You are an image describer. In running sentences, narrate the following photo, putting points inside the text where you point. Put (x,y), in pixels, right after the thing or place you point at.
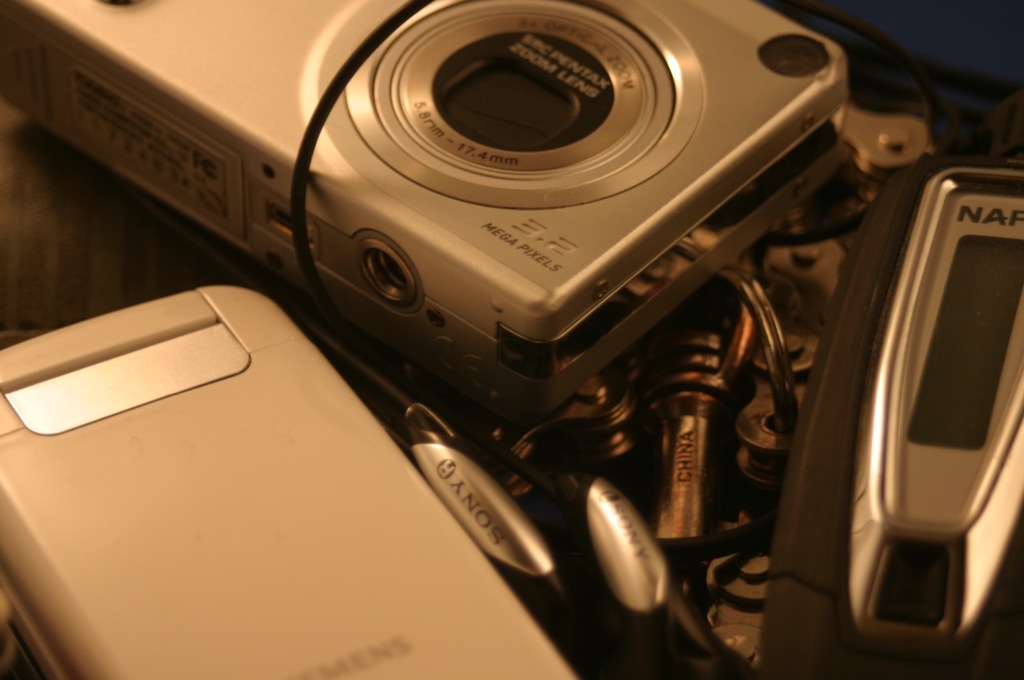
In the picture we can see a camera (740,88) which is ash in color with lens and beside it we can see some electronic items (845,379).
